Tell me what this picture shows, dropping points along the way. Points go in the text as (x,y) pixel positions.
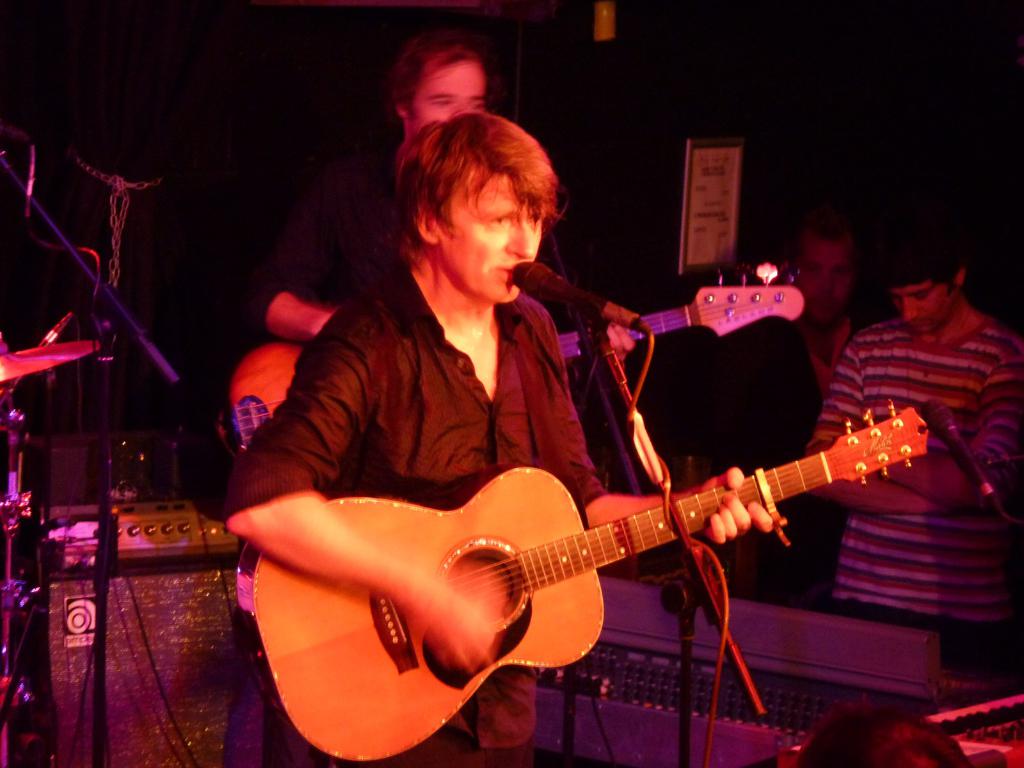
There are two persons (371,338) standing and playing guitar (442,560). This person (490,349) is singing song using the mike (580,299). This is the mike stand (682,606). At background (141,518) I can see some device (158,535) placed. At the right side of the image (859,373) there are two persons (893,361) standing.
